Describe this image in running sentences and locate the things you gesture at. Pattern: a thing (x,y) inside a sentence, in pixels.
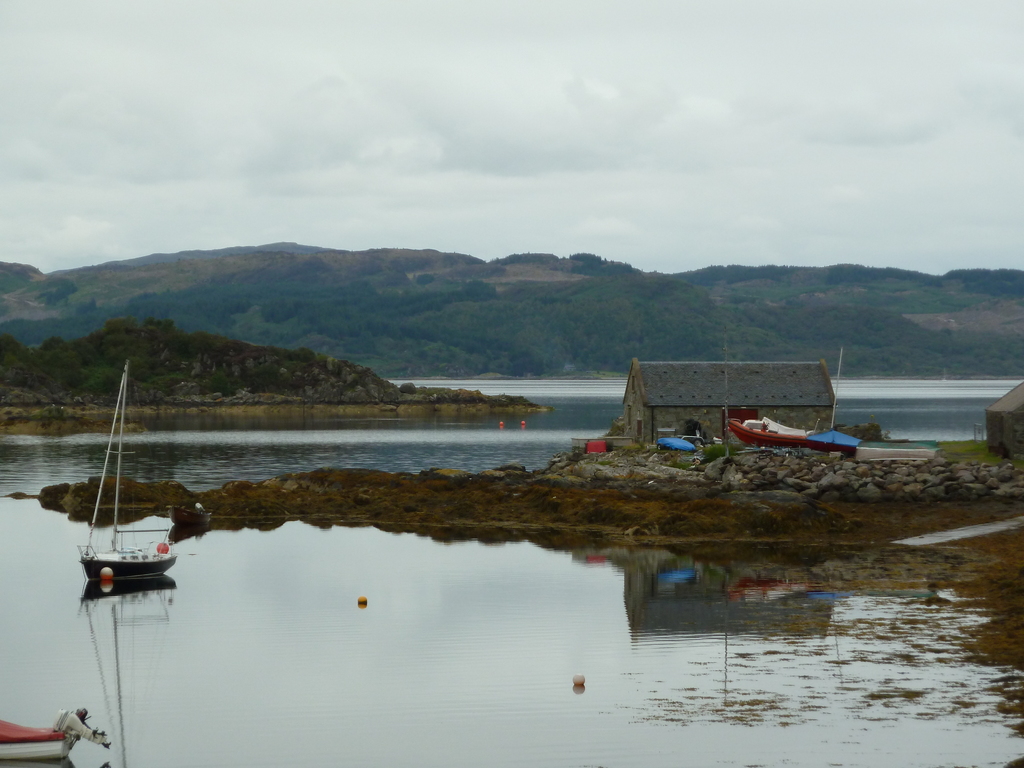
This image consists of water (463,650). In the front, there is a small house (790,408). There are small boats (106,564) in the water (109,651). In the background (132,273), there are mountains (144,299) covered with plants (336,283). To the top (397,107), there are clouds (397,107) in the sky (370,155).
